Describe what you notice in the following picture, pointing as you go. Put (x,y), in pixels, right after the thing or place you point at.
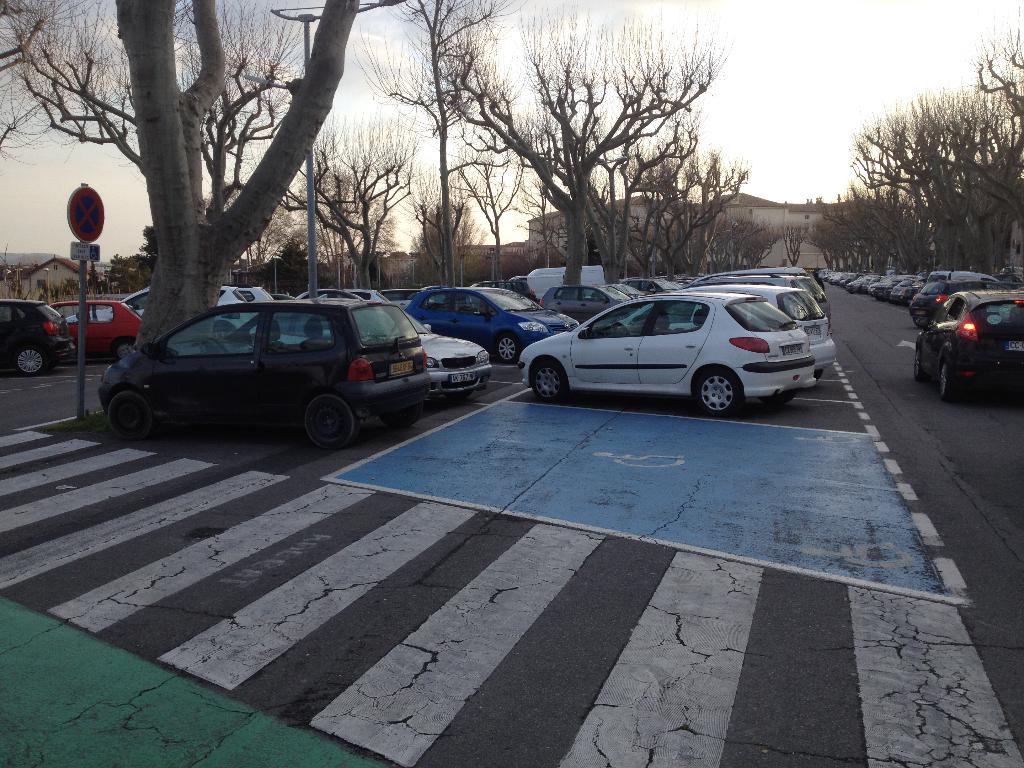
In this image I can see few buildings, dry trees (433,225), poles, signboards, sky (67,176) and I can see few vehicles (817,306) are parked in the parking lots (810,404).
